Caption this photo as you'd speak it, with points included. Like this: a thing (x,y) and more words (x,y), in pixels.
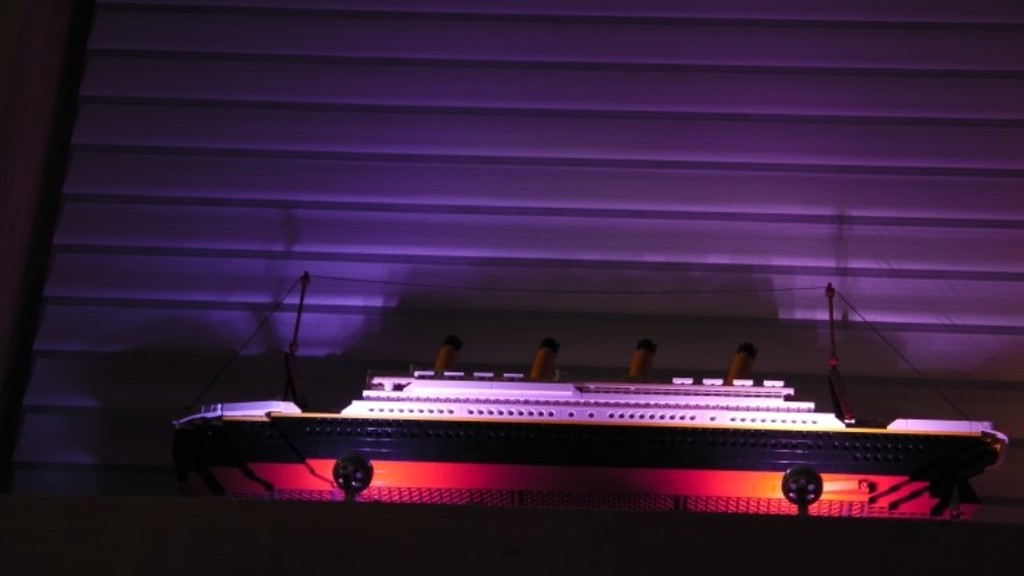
At the bottom of the image (290,480) we can see toy ship (375,472) placed on the table (451,525). In the background (661,175) there is a wall (658,169).
